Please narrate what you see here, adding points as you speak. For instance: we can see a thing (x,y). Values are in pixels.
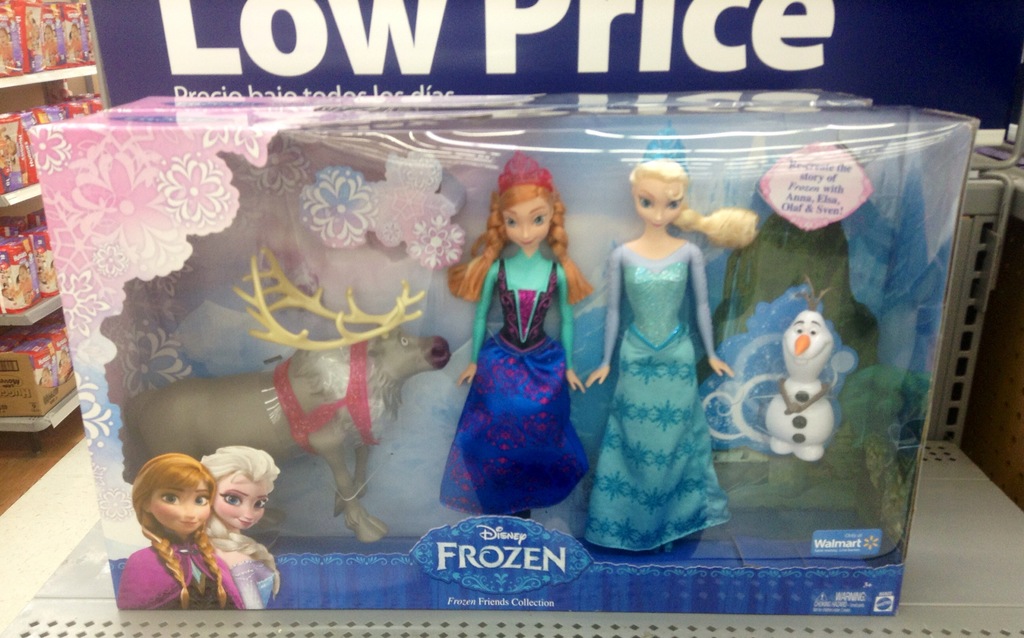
This image is taken indoors. At the bottom of the image (56,604) there is a table (931,594). In the background (298,59) there is a board (361,59) with a text (761,41) on it. In the middle of the image (371,334) there is a box (854,286) with a few toys (413,315) in it. On the left side of the image (46,354) there are a few things (39,337) on the shelves (35,310).
